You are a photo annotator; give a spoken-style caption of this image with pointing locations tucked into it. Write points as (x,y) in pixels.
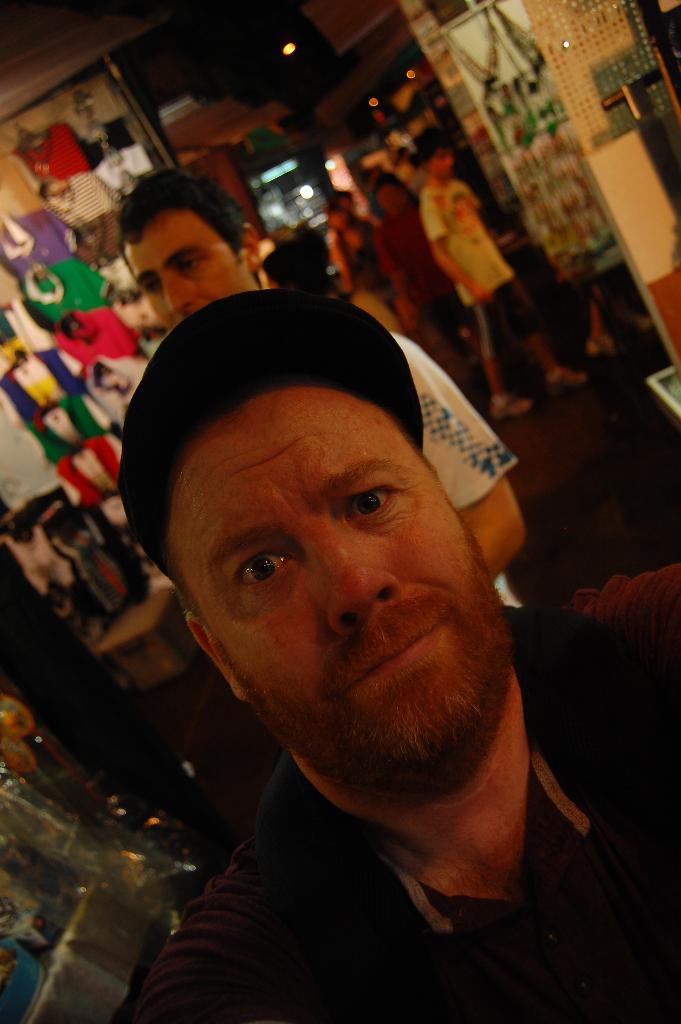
This picture describes about group of people (376,461), in the middle of the image (338,529) we can see a man (338,529), he wore a cap (182,429), behind him we can see few clothes (91,353), lights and other things (32,82).
